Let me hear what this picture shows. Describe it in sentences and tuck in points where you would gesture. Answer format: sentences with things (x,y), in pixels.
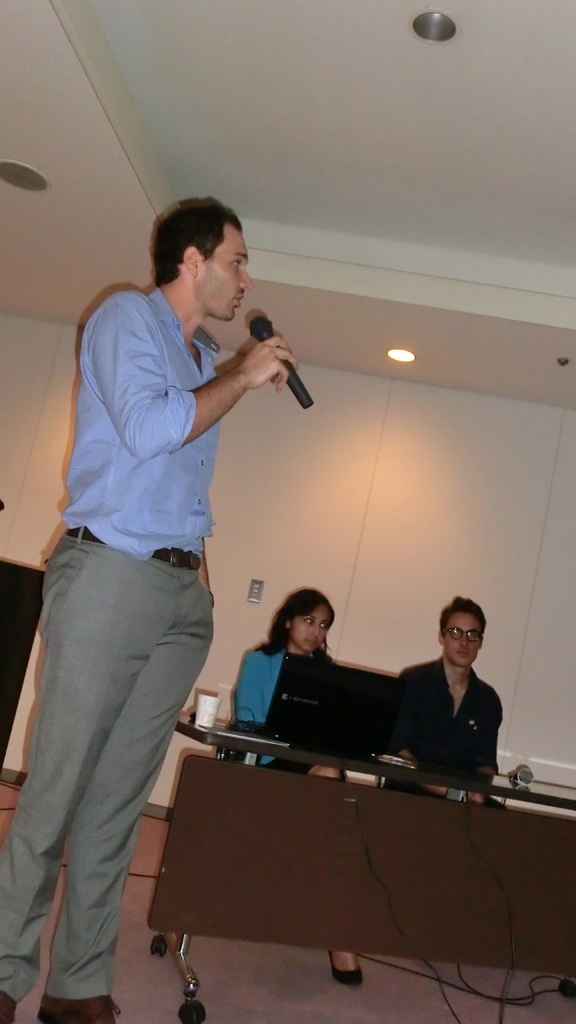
Here on the left side (71,587) we can see a person (42,1021) standing and speaking something in the microphone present in his hand (256,361) and beside him we can see a couple of persons (455,614) sitting on a chair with table (229,739) in front of them having laptops (377,733) on it and cups (215,719) present and at the top (440,25) we can see lights (446,36) present.
